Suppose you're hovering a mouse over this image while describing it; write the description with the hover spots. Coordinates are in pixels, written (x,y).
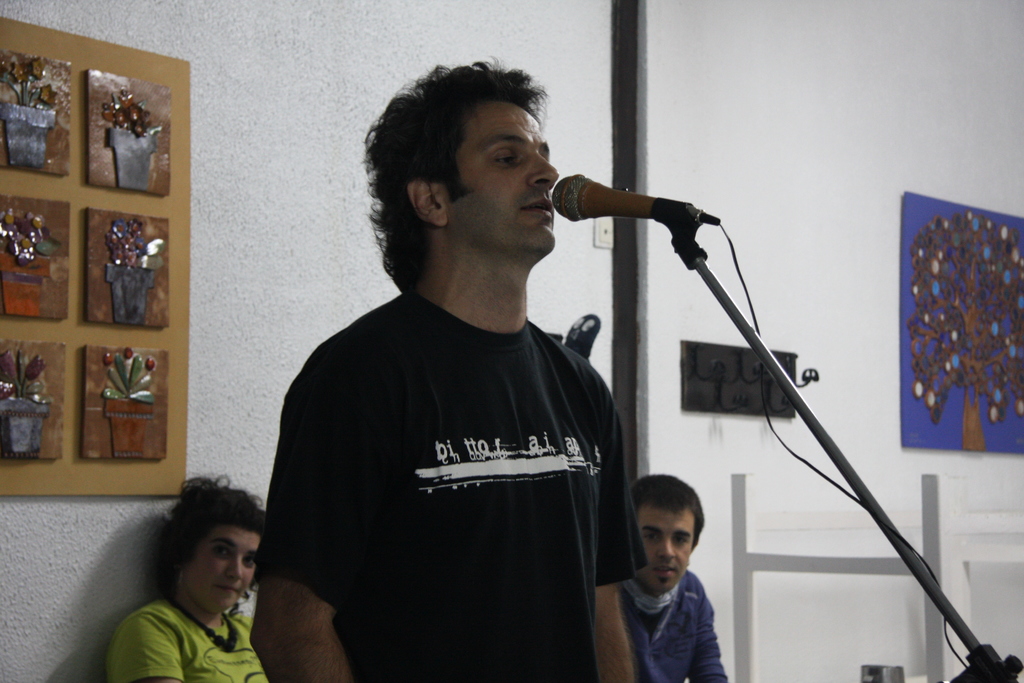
Here is a person (459,399) who is wearing black color shirt (492,445), he is singing there is a mike (646,202) in front of him. Behind the person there is a woman (170,643) wearing green color shirt (240,639) and a man (669,635) who is wearing blue color shirt (681,628). In the background (675,467) there is a white color wall (881,260) and wall posters (916,214). One is of brown color and blue color another one is of brown color and there is some art (49,455) on this brown color poster (81,131).
